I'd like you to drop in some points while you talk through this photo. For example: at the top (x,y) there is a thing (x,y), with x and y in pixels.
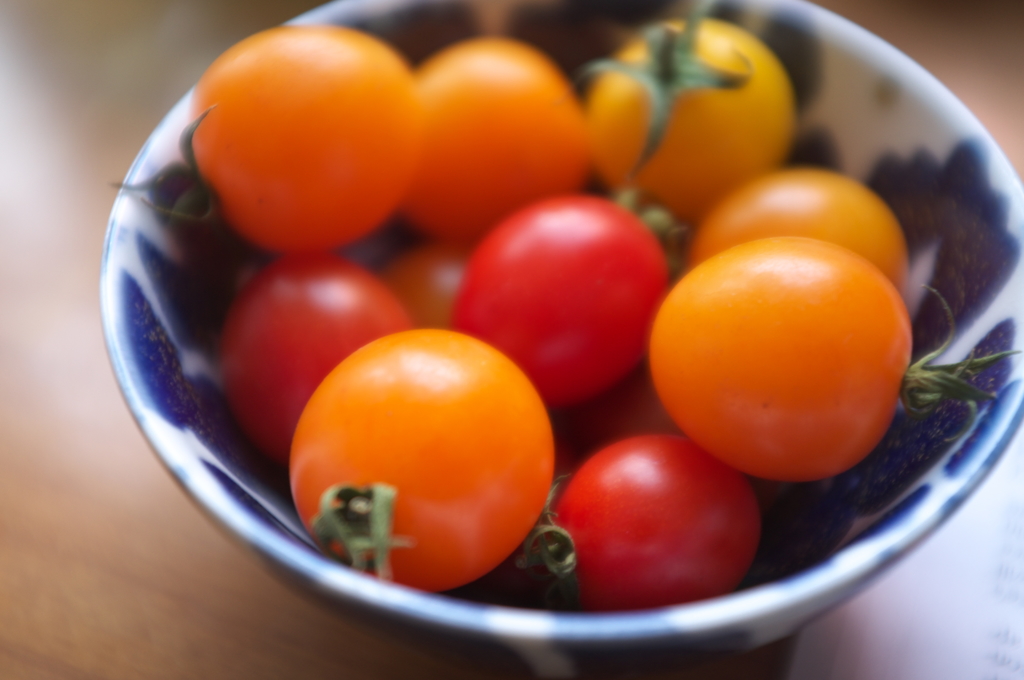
In the picture we can see a bowl (839,495) with full of tomatoes (669,542) in it and the bowl (929,239) is placed on the table (365,644).
